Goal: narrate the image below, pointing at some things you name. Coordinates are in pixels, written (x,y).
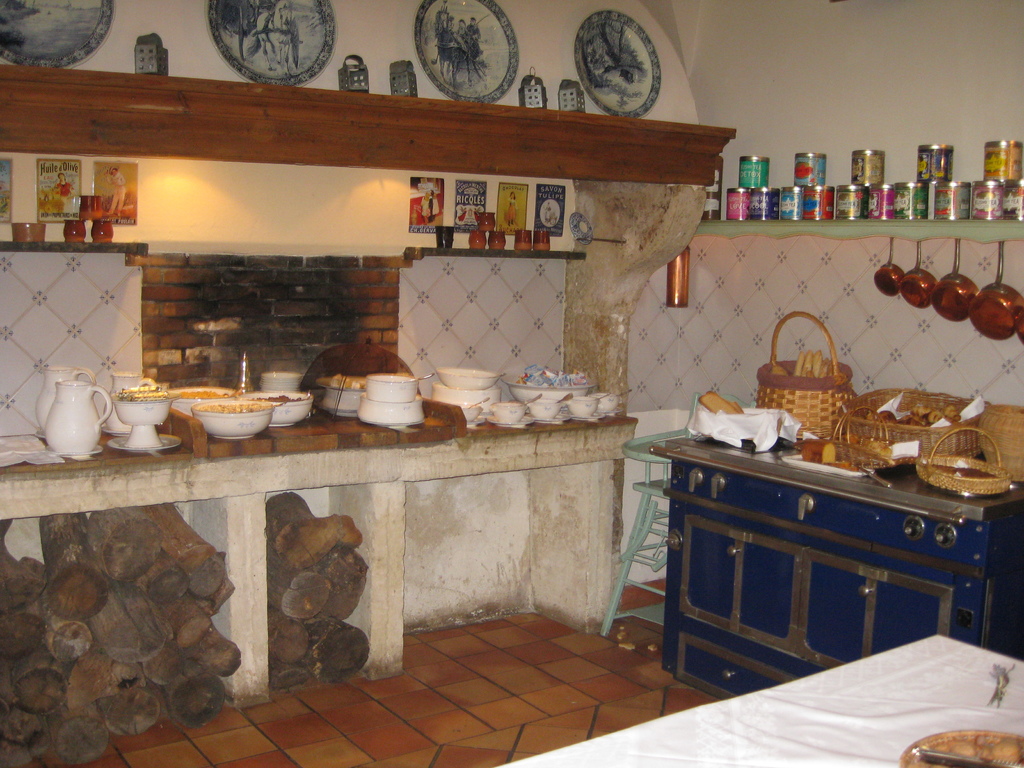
IN this image we can see a inside view of a kitchen (786,757). To the right side (761,501) we can see a stove (750,501) on which different baskets (955,435) are placed. On top right corner of the image (837,189) we see different containers (786,207). to the left side of the image (339,415) we can see several bowls (202,415) placed on the countertop (141,471). In the bottom (30,568) we can see several wood logs (112,608) placed on the floor (178,725). In the background (608,25) we can see plates (630,39) placed on the wall (663,94).
